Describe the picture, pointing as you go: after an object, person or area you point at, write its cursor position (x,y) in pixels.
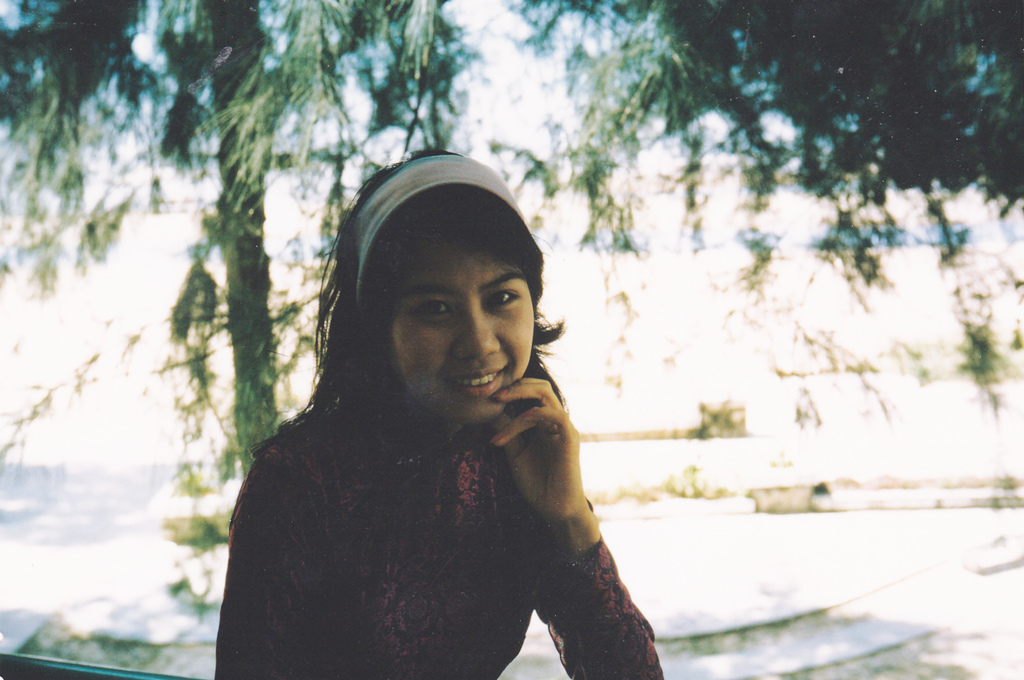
In the center of the image (450,333), there is a girl (412,410) sitting and smiling and wearing a head band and in the background (428,114), we can see trees (586,136).
